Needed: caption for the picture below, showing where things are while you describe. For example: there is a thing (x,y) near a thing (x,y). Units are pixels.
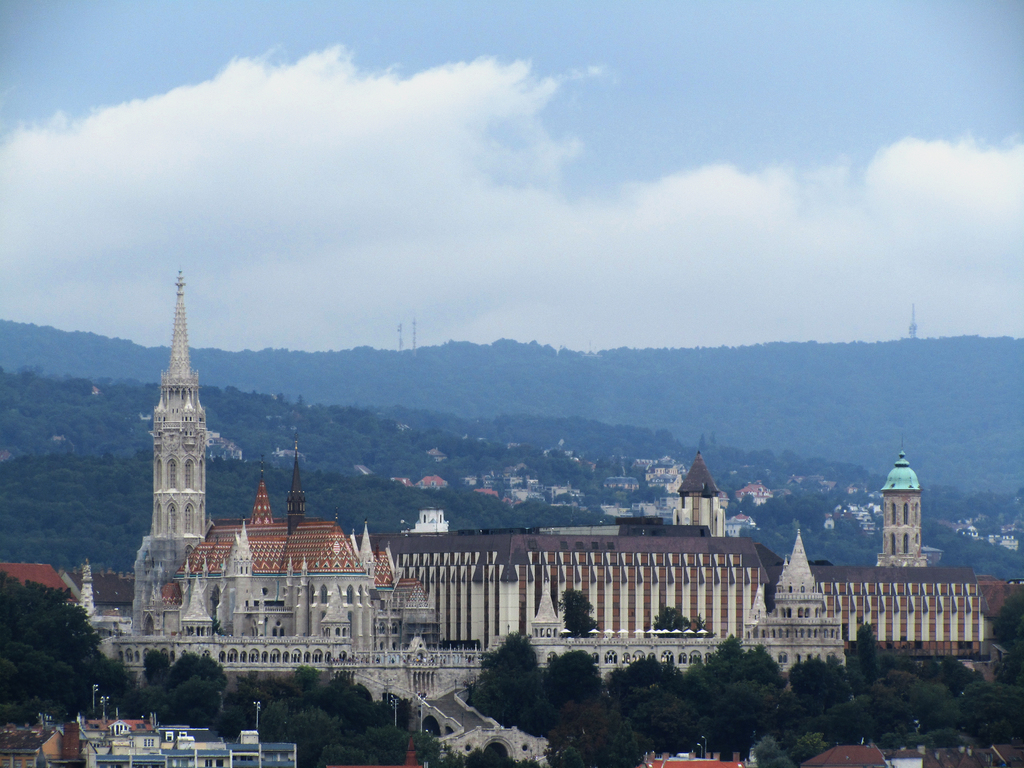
In this Image I can see number of buildings (42,747), number of trees (480,517), clouds (367,304) and the sky (592,153) in background (592,153).
